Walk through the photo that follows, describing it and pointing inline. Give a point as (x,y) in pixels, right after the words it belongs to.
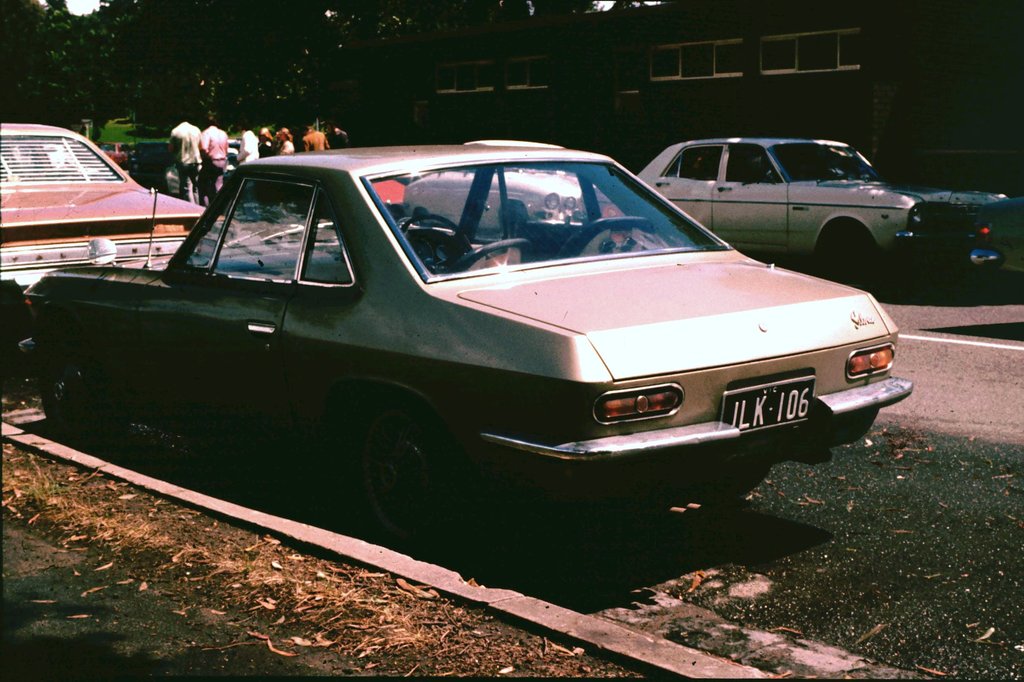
In this image, there are few cars (683,187), which are parked. I can see a group of people (204,201). In the background (158,56), there are trees (127,84) and a building (640,92). At the bottom left corner of the image (148,625), I can see a pathway (184,636).
